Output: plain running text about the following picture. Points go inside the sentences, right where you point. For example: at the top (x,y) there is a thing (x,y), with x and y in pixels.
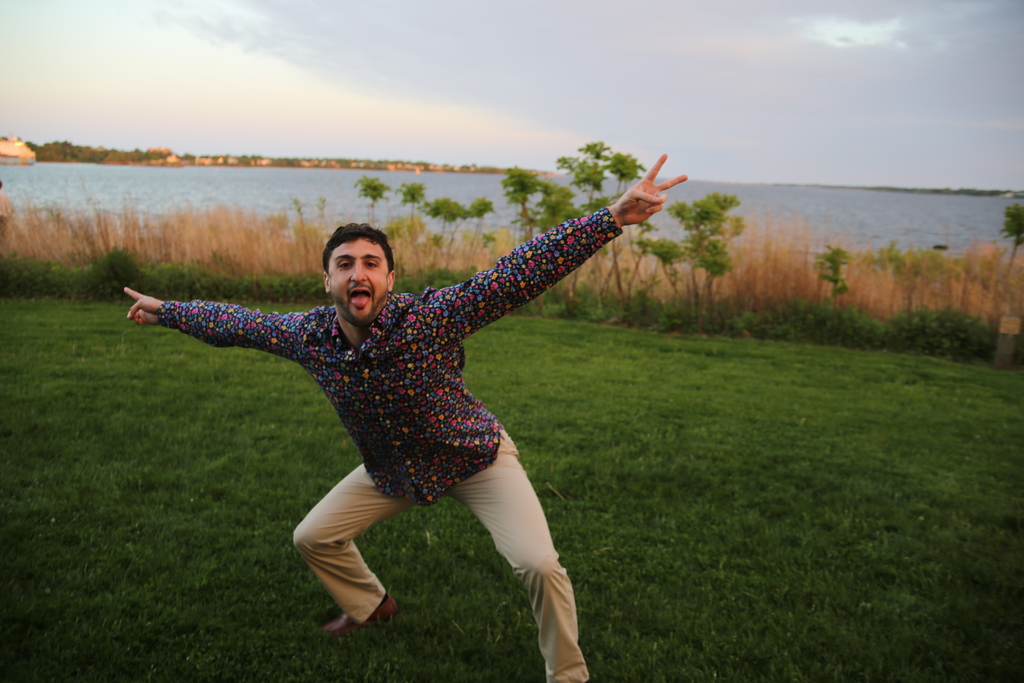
In this picture I can see there is a man (360,358) standing here on the grass (194,425), there are plants (500,246) and trees (528,229). There is a ocean (476,191) here and there is land (534,171) and the sky (261,91) is cloudy.
